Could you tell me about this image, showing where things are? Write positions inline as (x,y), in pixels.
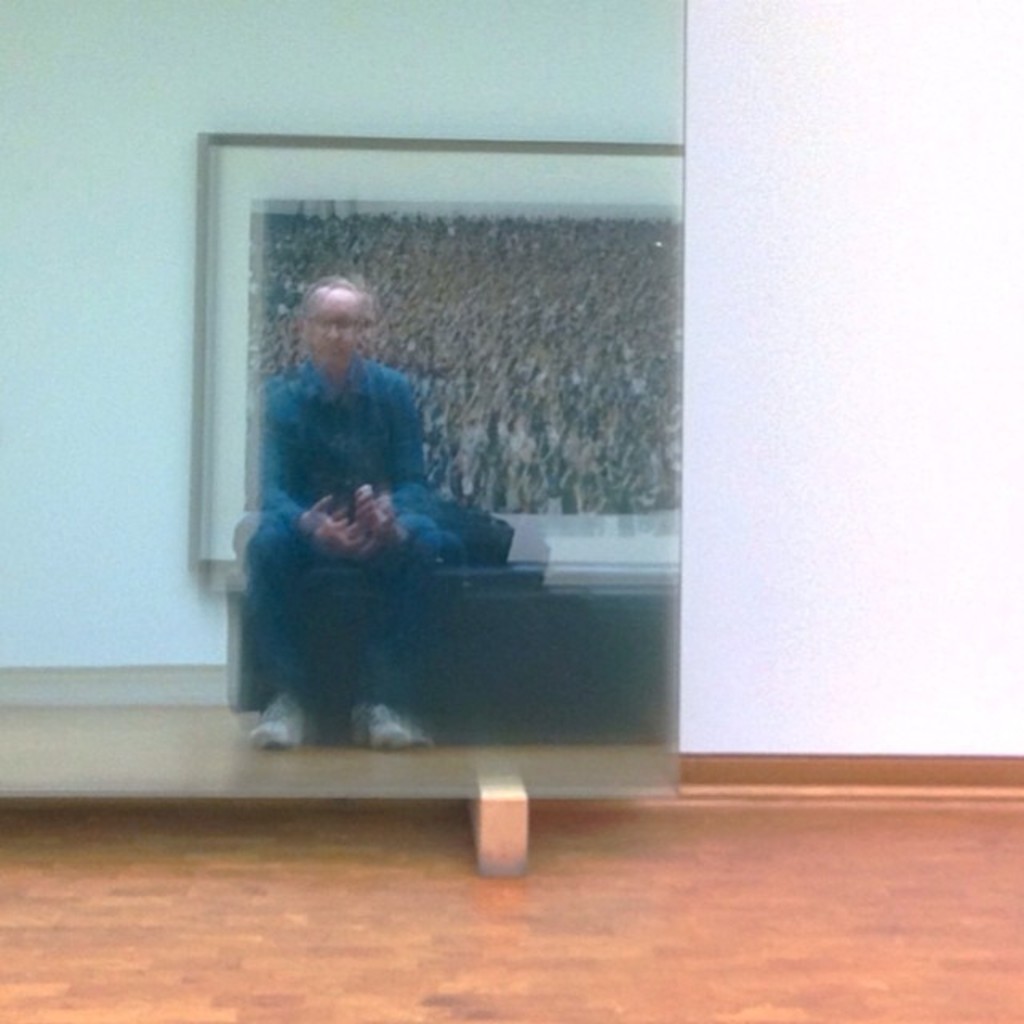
In this picture we can see a mirror (393,77) on the left side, there is a reflection (361,380) of a person (352,395) and a photo frame (399,338) in the mirror (463,264), in the background (840,436) there is a wall (827,423).
